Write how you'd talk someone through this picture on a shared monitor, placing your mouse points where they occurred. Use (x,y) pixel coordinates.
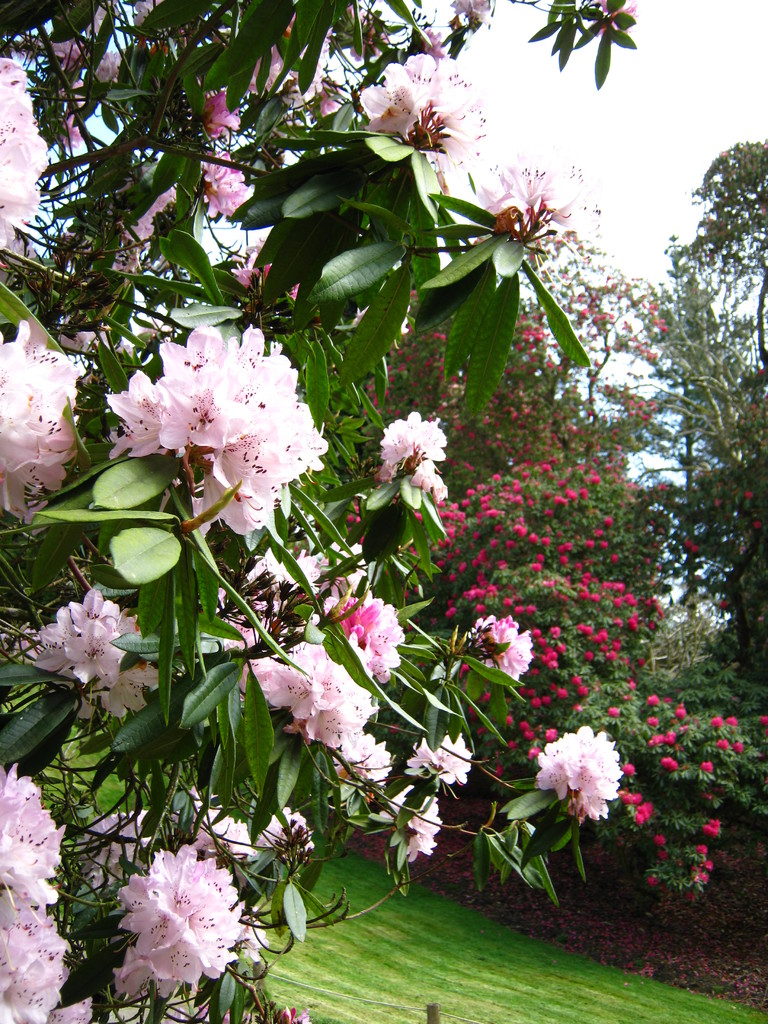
In this image I can see number of pink colour flowers (69,637) and leaves (168,753) in the front (469,689). In the background (568,989) I can see grass ground (480,919) and number of trees (724,726).
